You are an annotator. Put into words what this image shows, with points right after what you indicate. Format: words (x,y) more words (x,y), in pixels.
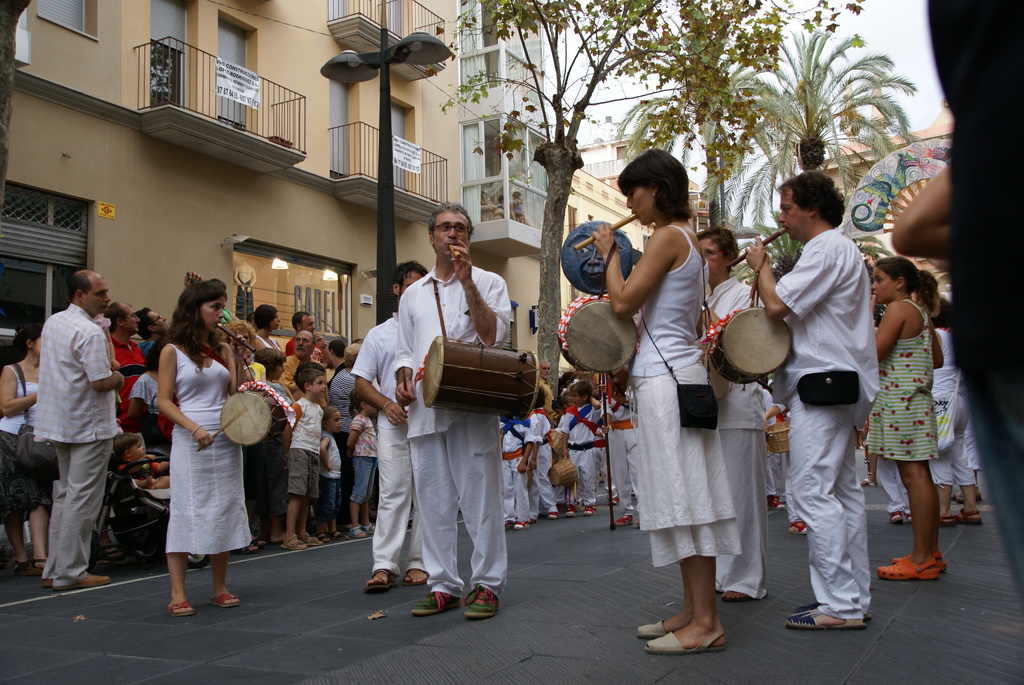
In this image few persons (661,178) are standing on road (243,675) are wearing white dress (190,388) are having drums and flute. At left side (32,347) there are few persons (270,342) standing. In the middle of image (521,433) there are few kids (507,470) standing. At the left side (123,502) there is a baby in baby trolly (135,537). Backside there is a building (18,188). There is a pole (386,116) having street lights (416,52) on the pavement (594,645). There are trees (642,60) and sky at the top of the image (656,99).
